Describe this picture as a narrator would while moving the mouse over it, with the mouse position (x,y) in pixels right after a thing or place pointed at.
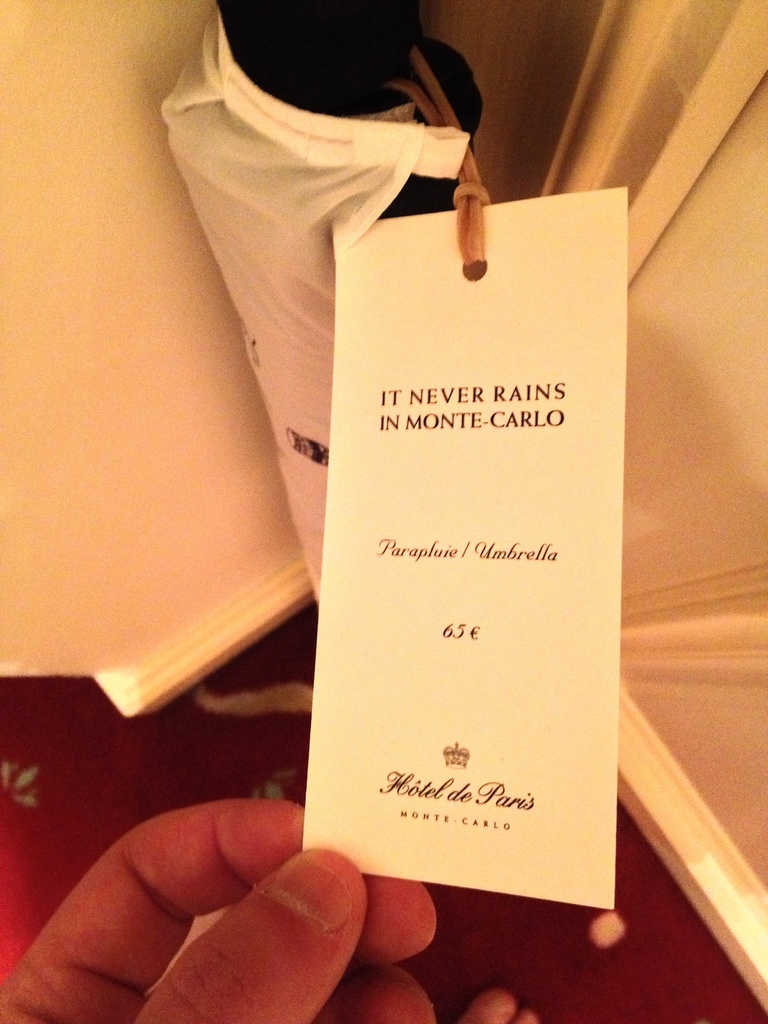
In this image I can see person (123,958) holding some tag (606,674), under that there is a cloth (266,220).
